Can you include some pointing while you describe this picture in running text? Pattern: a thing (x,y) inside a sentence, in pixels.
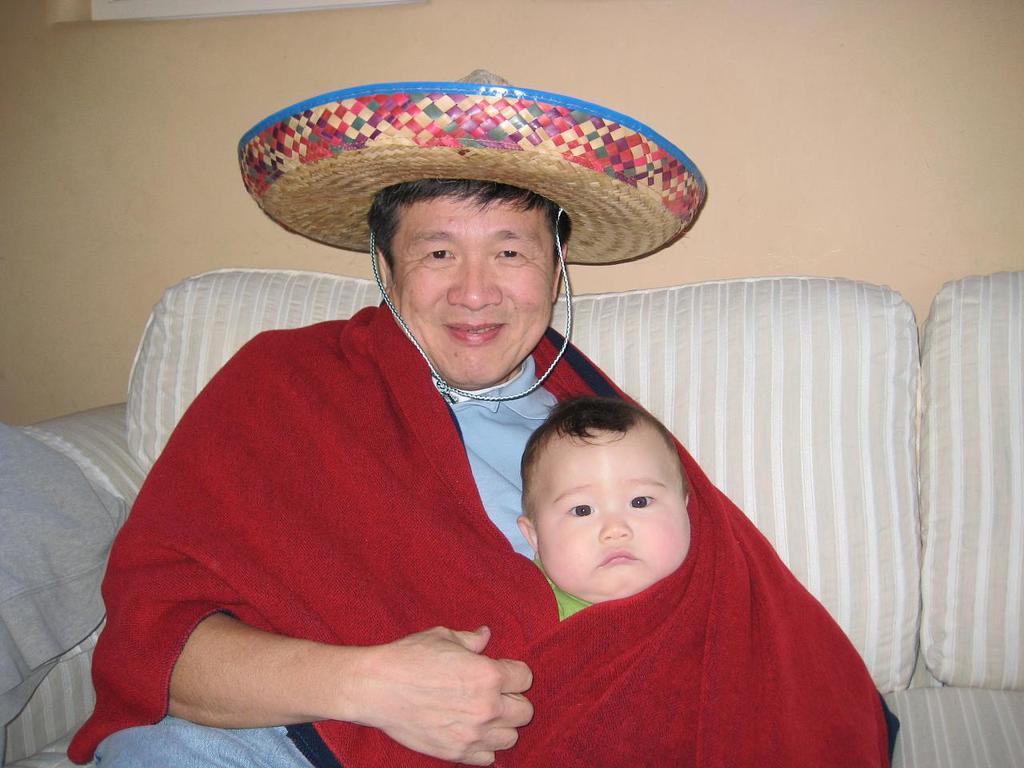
In this image in front (731,525) there are two people (659,548) sitting on the sofa (790,397). Behind them there is a wall (868,89).
